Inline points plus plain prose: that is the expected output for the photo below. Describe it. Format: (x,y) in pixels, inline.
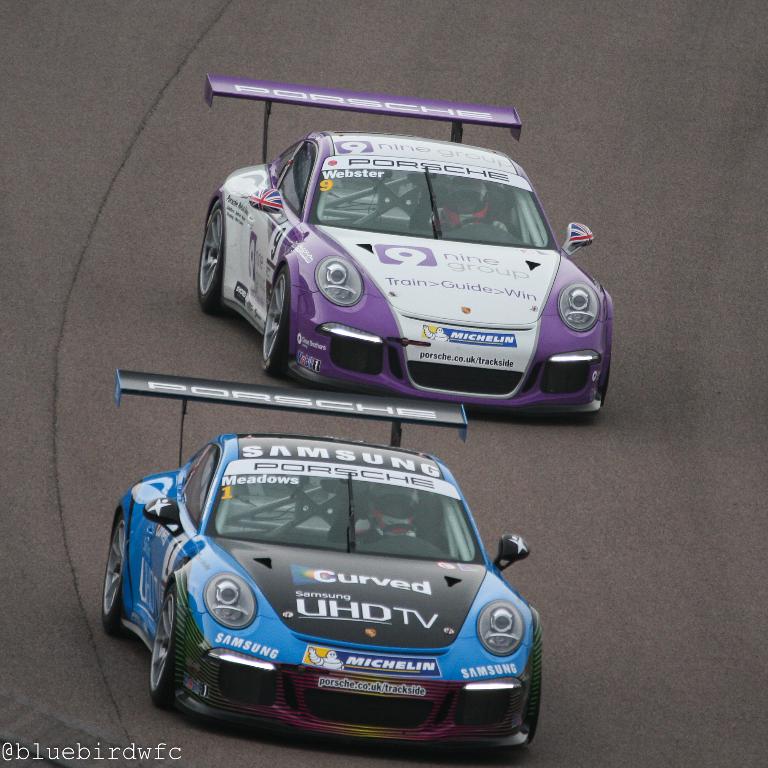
This picture is clicked outside the city. In the center (300,477) we can see the two cars (448,333) running on the road (600,585). At the bottom left corner (161,745) there is a text (136,756) on the image.
